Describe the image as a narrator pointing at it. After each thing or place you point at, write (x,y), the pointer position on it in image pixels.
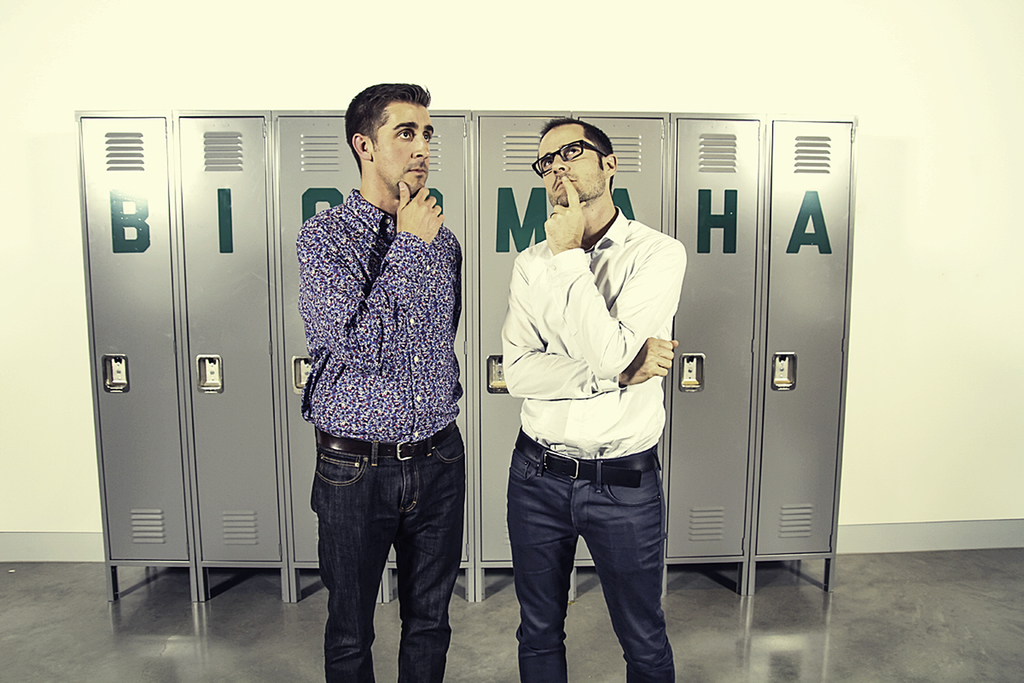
In this image, in the middle (440,346), we can see two men (424,345) are standing on the floor (848,658). In the background (695,360), we can see metal lockers (766,324). In the background (598,64), we can also see a wall (451,7), at the bottom (700,605), we can see a floor (849,634).
